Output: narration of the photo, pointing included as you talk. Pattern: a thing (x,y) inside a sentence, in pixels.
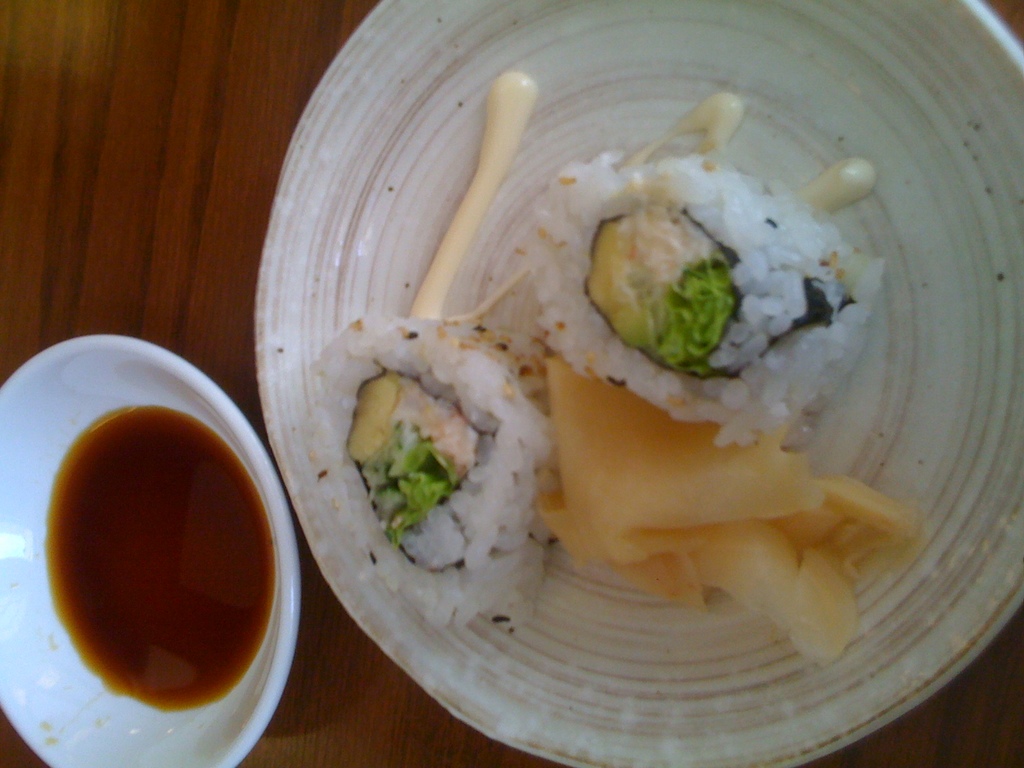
This is a zoomed in picture. In the center (447,440) there is a wooden table (239,51) on the top of which a white color platter (344,229) containing sushi (541,417) and some other food items (697,491) is placed and we can see a white color bowl (32,401) containing some liquid (172,559) is placed on the top of the table (90,251).
